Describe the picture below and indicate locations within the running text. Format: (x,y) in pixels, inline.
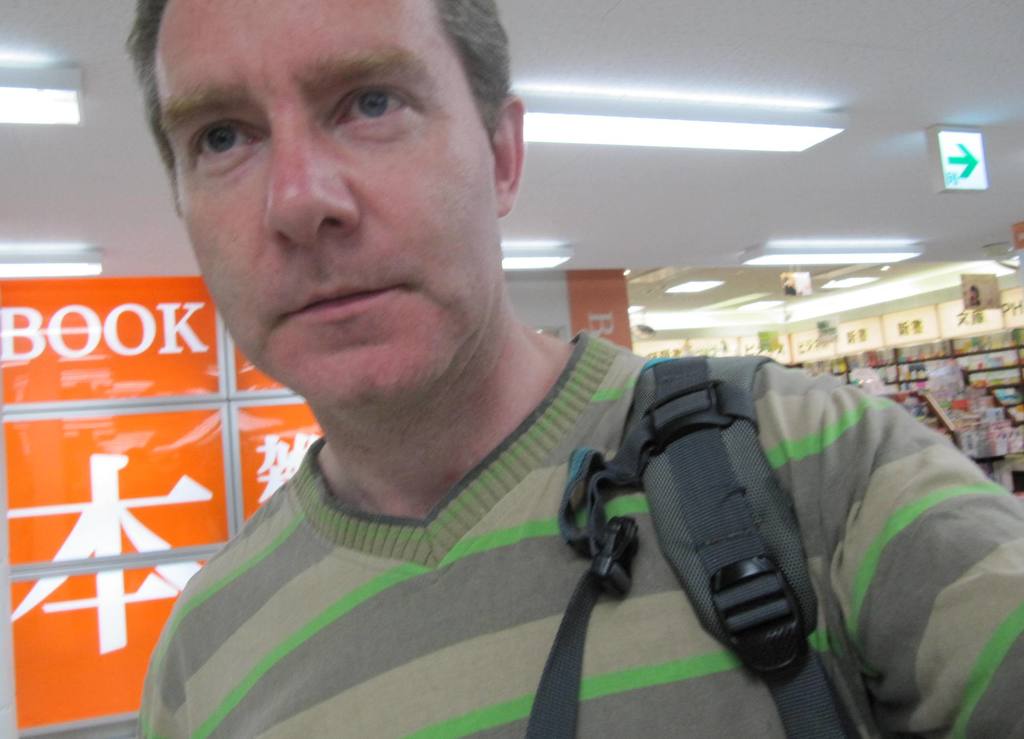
This is an inside view. In the foreground (342,459), I can see a man (324,691) wearing t-shirt (308,683) and hand bag (710,470). On the left side (44,418), I can see an orange color board (104,452) which is placed on the floor (119,730). In the background (922,355) there are many objects (902,358) arranged in the racks (993,402). It is looking like a stall (889,379). At the top (685,136) I can see few lights (685,136).
